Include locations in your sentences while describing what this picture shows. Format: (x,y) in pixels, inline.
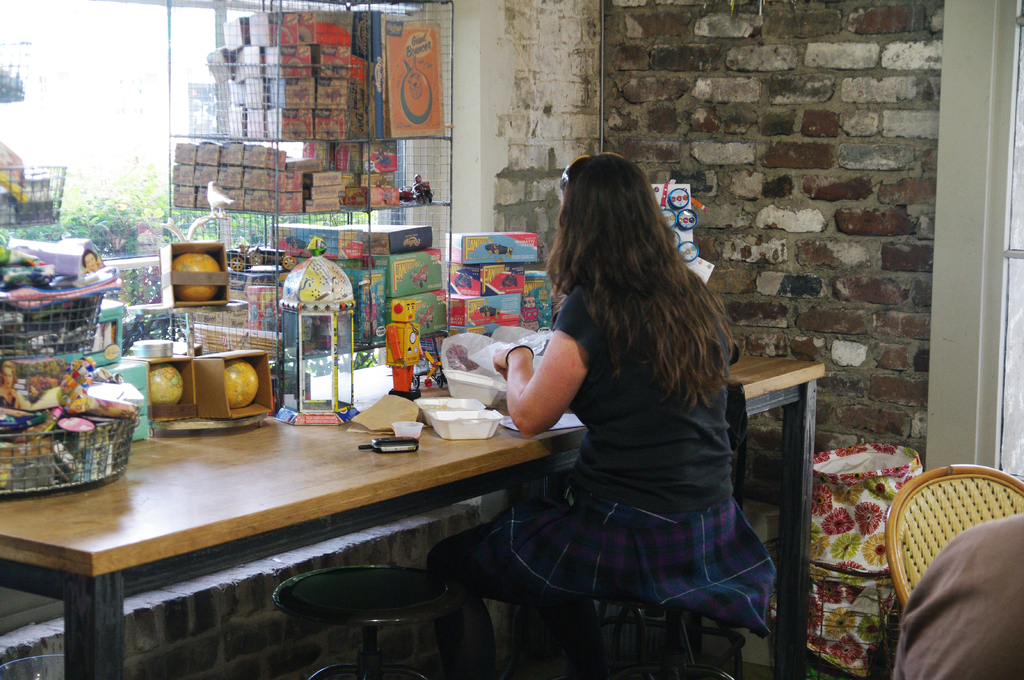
This picture shows a table (79,507) and some toys (413,309) on the table (166,472) and we see a woman (507,525) seated on the chair (741,643).
